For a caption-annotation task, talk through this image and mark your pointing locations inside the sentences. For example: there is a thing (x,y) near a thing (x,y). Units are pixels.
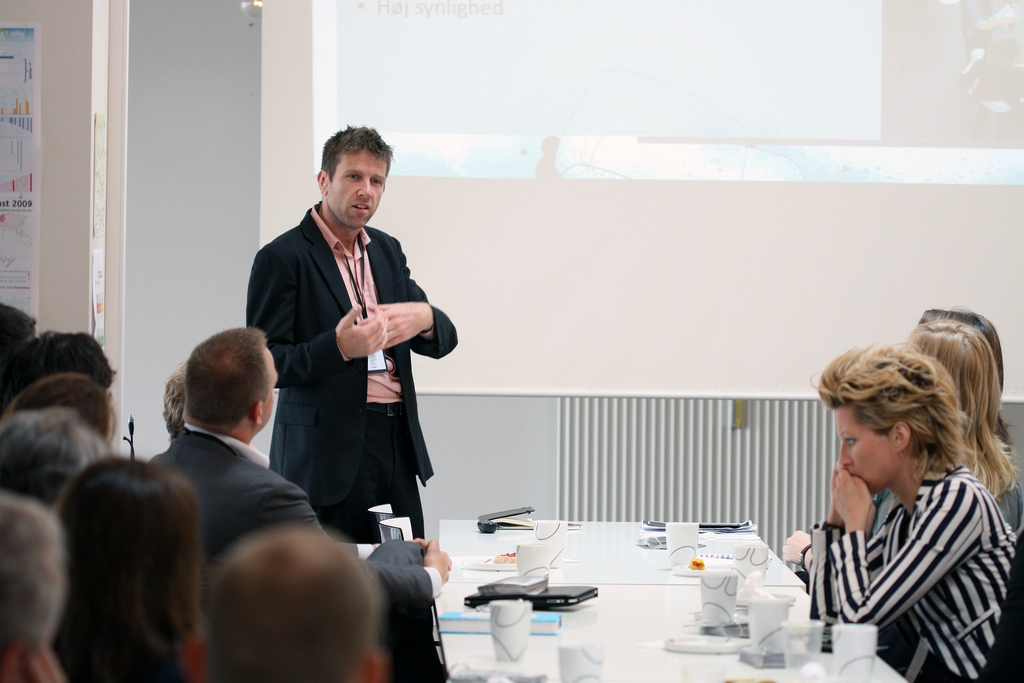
In this image I can see number of people (387,472) where one is standing and rest all are sitting. In the centre of this image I can see a table (713,675) and on it I can see number of glasses (750,605), few plates (695,649) and few black colour things (537,605). In the background (999,315) I can see a projector's screen (491,206). I can also see a board (16,25) on the left side of this image (28,292).
